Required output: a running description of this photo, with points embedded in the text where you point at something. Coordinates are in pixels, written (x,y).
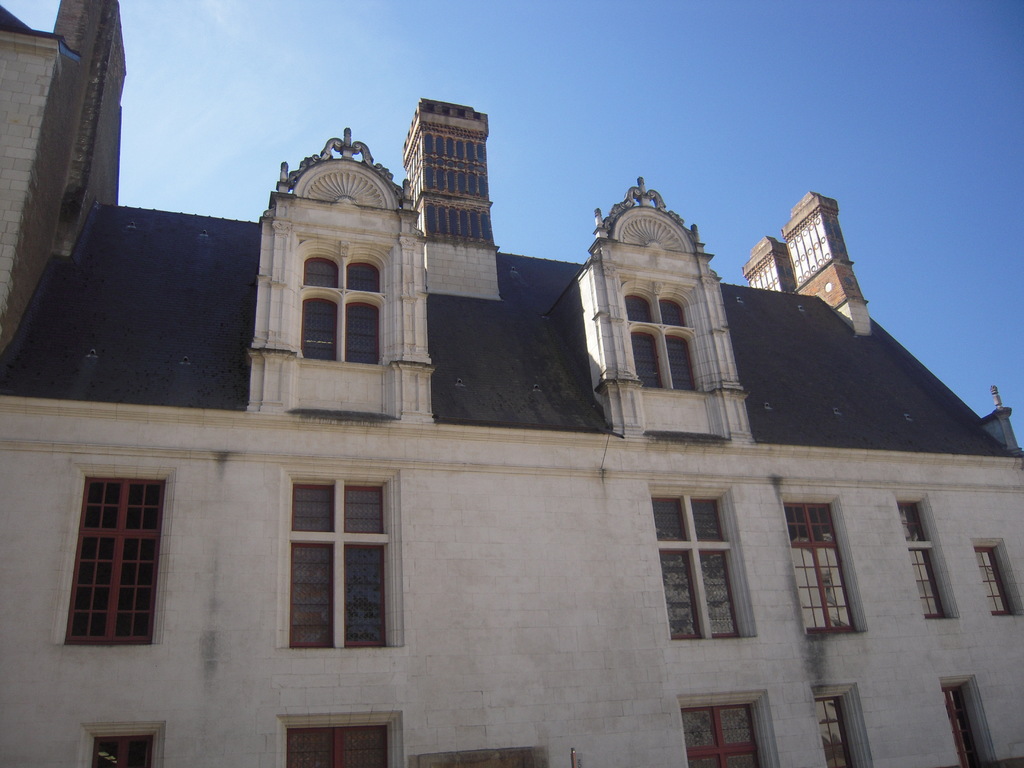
The picture consists of a building (245,547), there are windows (89,589) to the building (616,629). Sky (647,49) is clear and it is sunny.
